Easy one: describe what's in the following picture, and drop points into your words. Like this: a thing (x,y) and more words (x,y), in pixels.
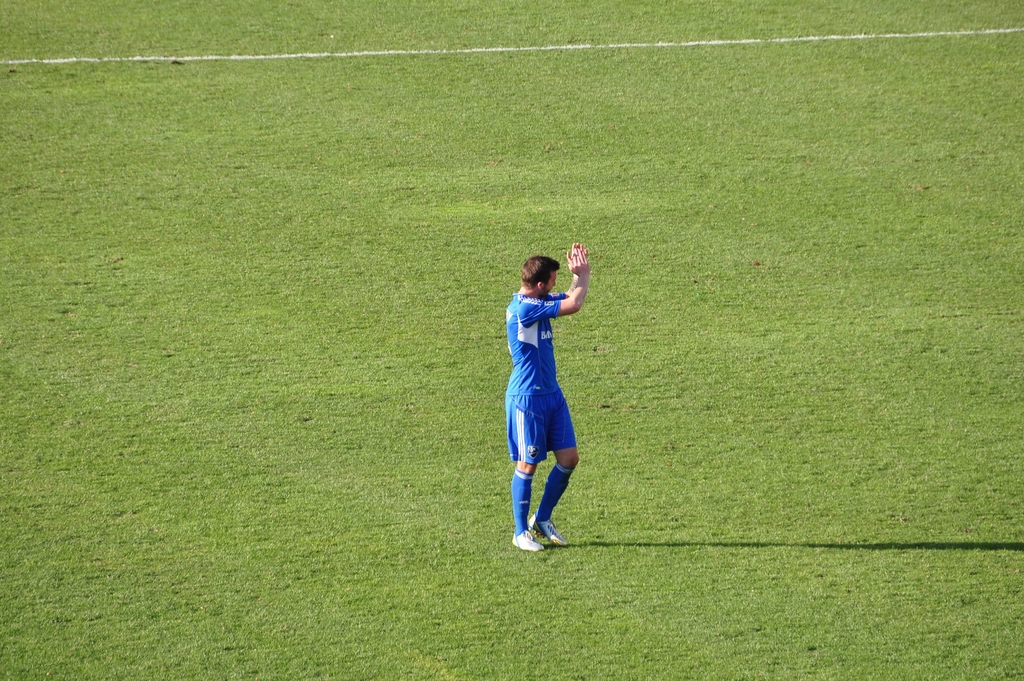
In the middle of this image (529,352), there is a person (534,413) in a blue color dress (531,335), clapping on the grass (527,563) on the ground (594,556). In the background (931,229), there is a white color line (999,31) and grass (371,27) on the ground (591,29).
